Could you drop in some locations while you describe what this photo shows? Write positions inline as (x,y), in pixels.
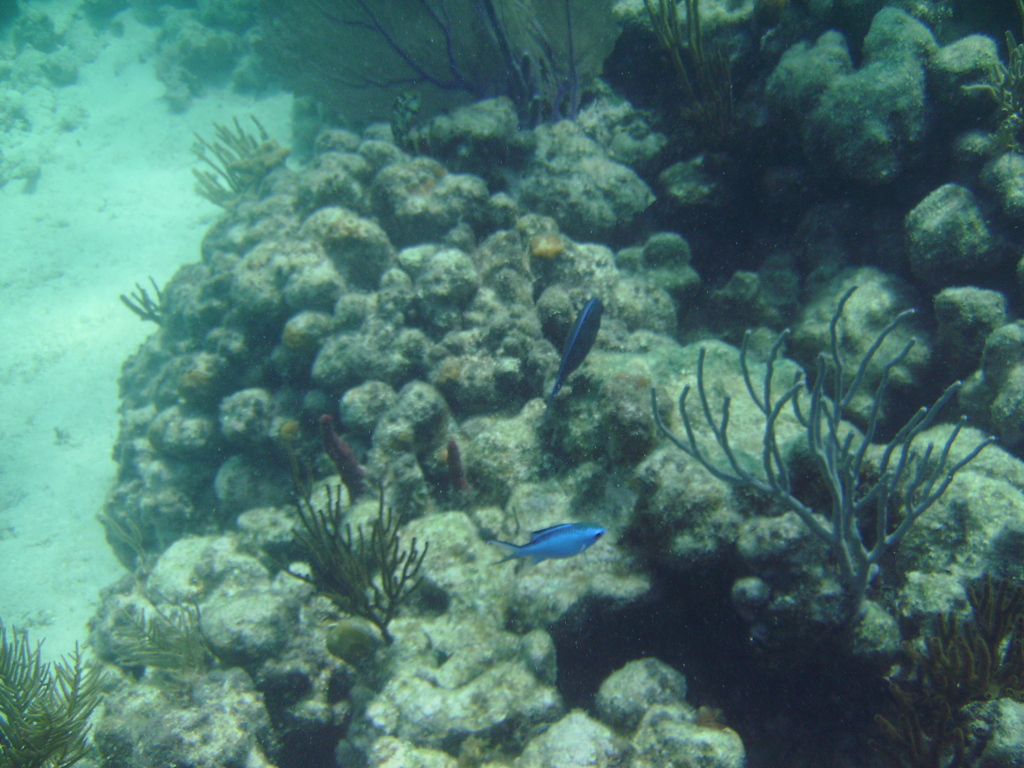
In the foreground of this image (561,545), there are fish (561,531) and few aquatic plants (371,607) under the water (340,367).
